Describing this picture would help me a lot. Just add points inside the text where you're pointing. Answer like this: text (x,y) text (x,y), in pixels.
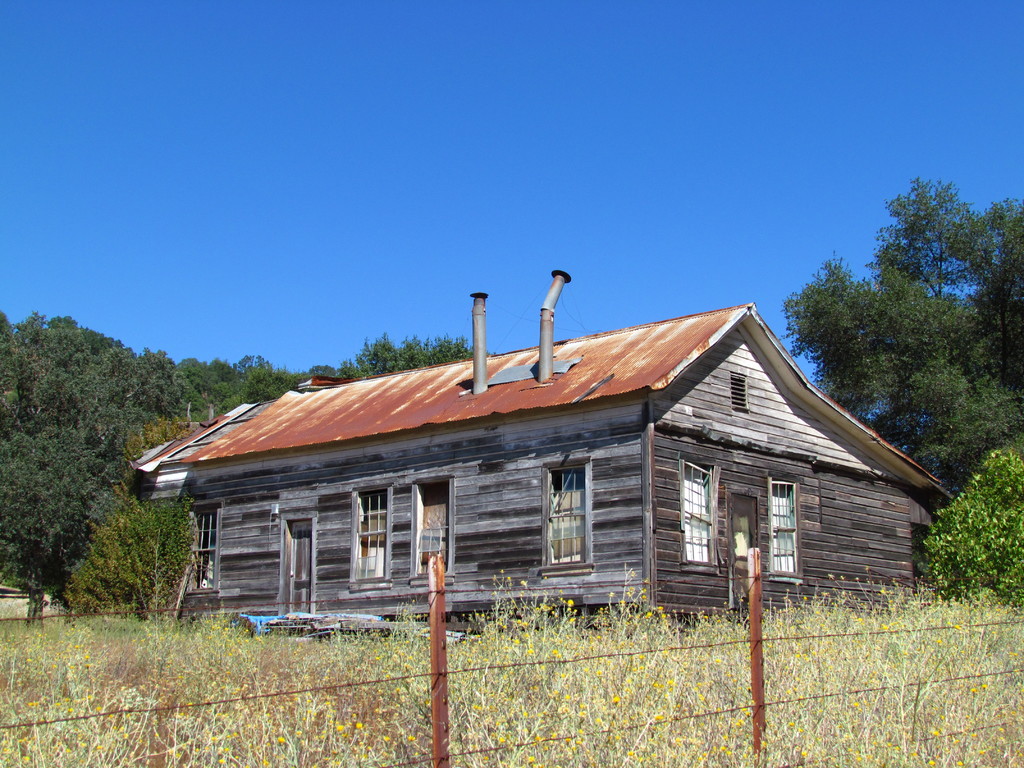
This picture shows a wooden house (516,520) and we see trees (846,356) and grass (217,627) on the ground (259,647) and we see fence (397,679) and a blue sky (310,174).
